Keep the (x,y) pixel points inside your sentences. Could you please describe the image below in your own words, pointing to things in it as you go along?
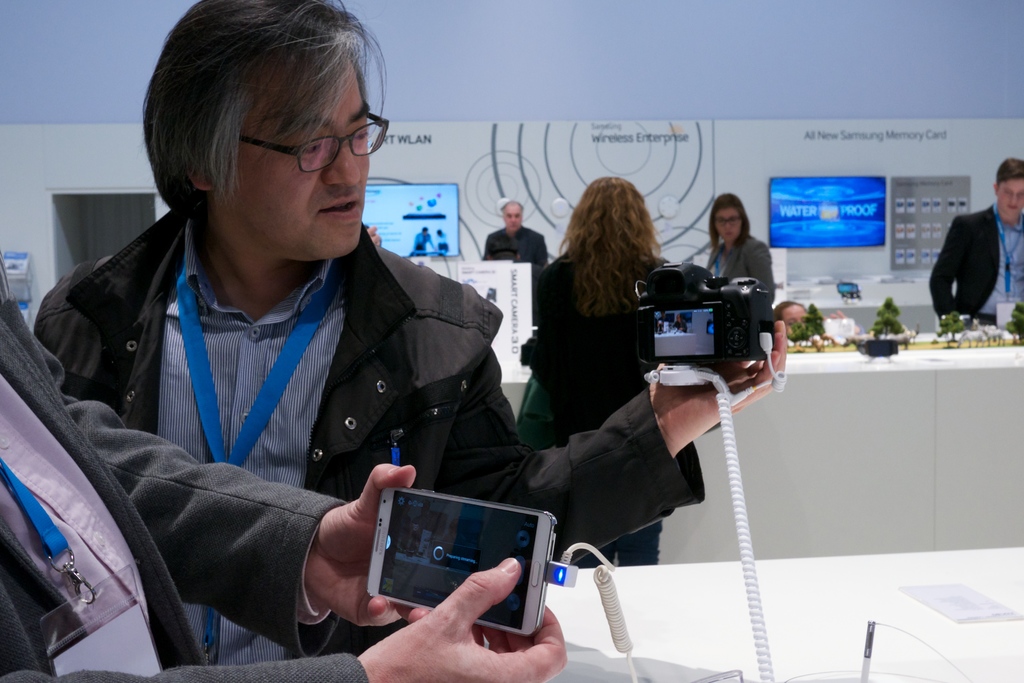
This image is taken indoors. In the background (99,50) there is a wall (867,150). There are two screens (444,216) and there is a board (944,194) with a text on it. There is a table (838,384) with many things (823,347) on it. Two men (515,222) and a woman (716,234) are standing. There are a few devices (854,289) on the table (863,355). On the left side of the image (163,339) two men (141,498) are standing and they are holding electronic devices (511,530) in their hands (422,649). In the middle of the image (614,310) a woman (584,350) is standing. At the bottom of the image (796,646) there is a table (806,606) with a few things (946,596) on it.
